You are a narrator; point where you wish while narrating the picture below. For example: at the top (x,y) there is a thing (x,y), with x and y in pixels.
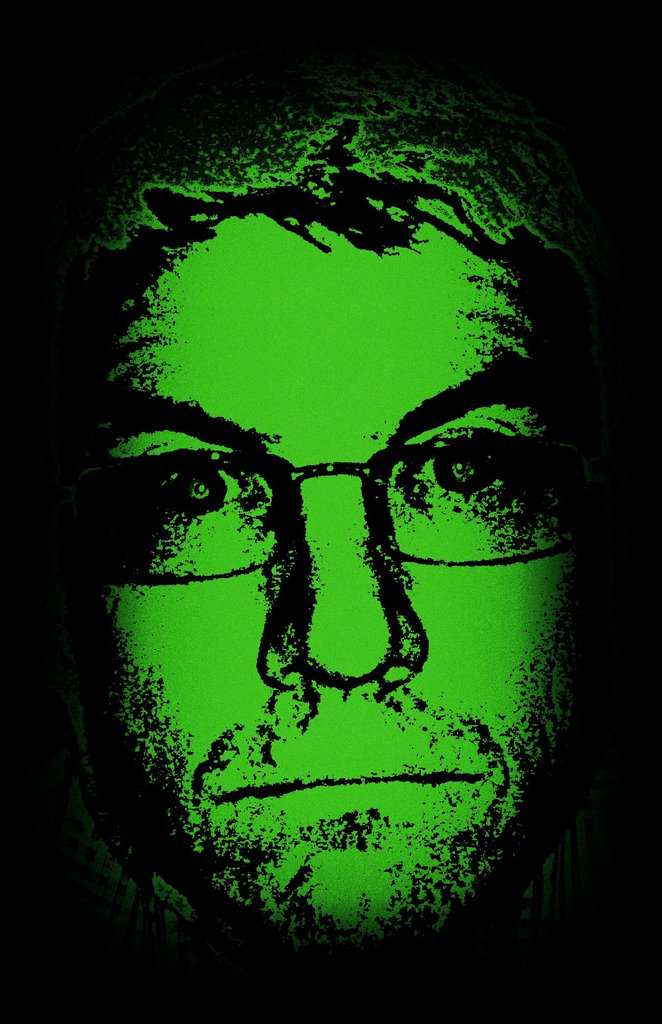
This is an edited image. In the middle of this image (316,408) I can see a person's face (350,568). The background (16,726) is dark.
